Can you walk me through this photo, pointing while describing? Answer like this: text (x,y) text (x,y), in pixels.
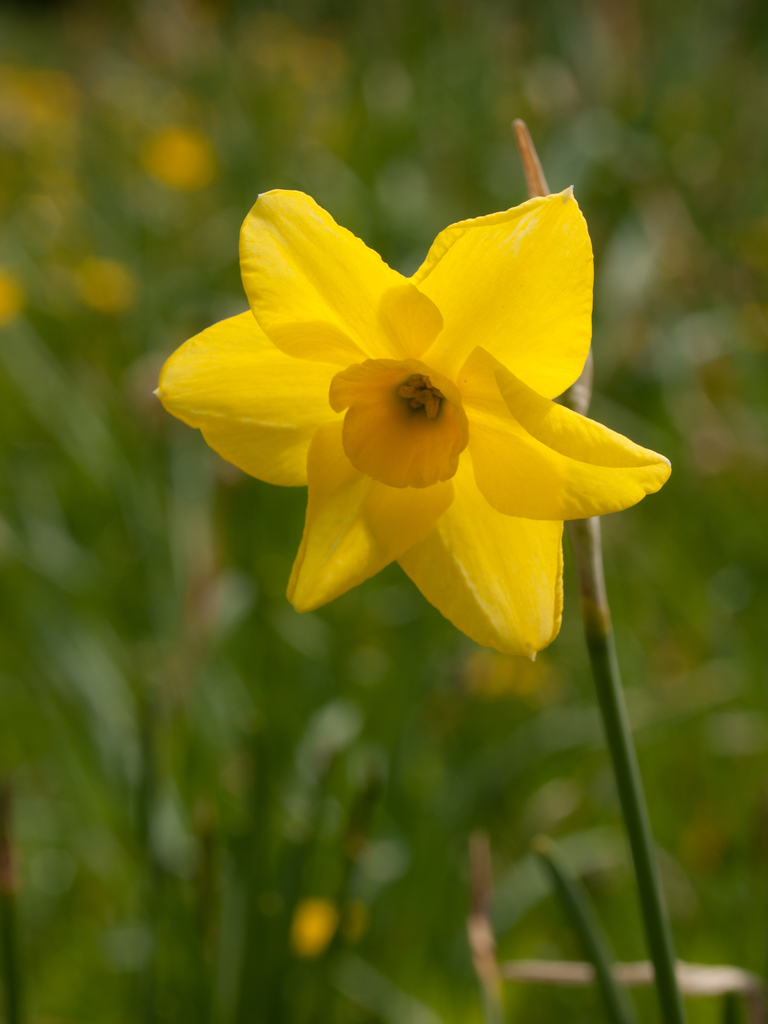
In this image in the front (475,397) there is a flower (436,502) and the background (461,758) is blurry.
